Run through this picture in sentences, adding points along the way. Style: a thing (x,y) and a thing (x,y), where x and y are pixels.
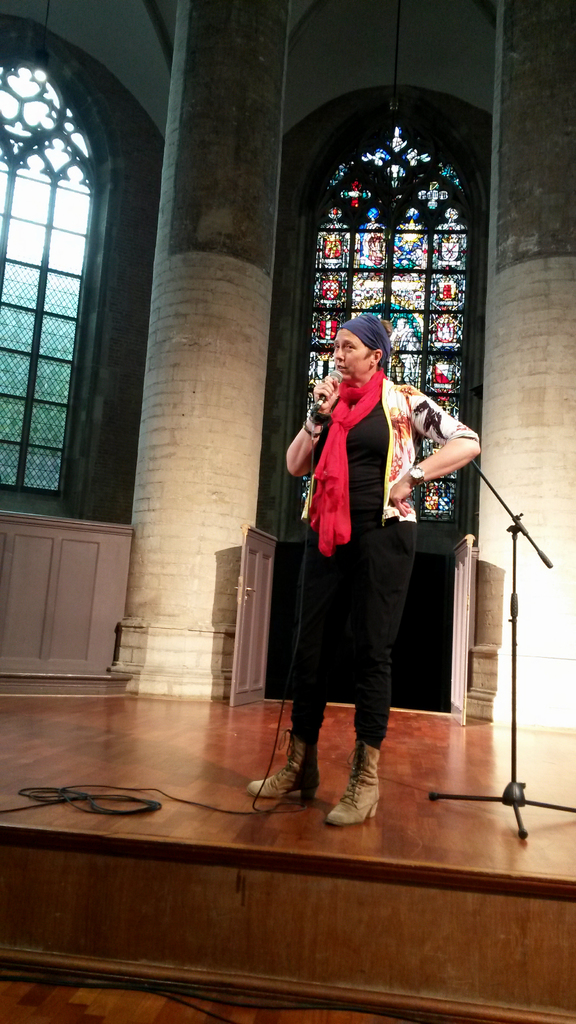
In the picture a woman (341,486) is standing on the stage (396,830) and talking in a microphone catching with her hands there are two pillars (278,181) near to her, on the wall (470,334) we can see two glass windows (59,199) with a design (415,164).
